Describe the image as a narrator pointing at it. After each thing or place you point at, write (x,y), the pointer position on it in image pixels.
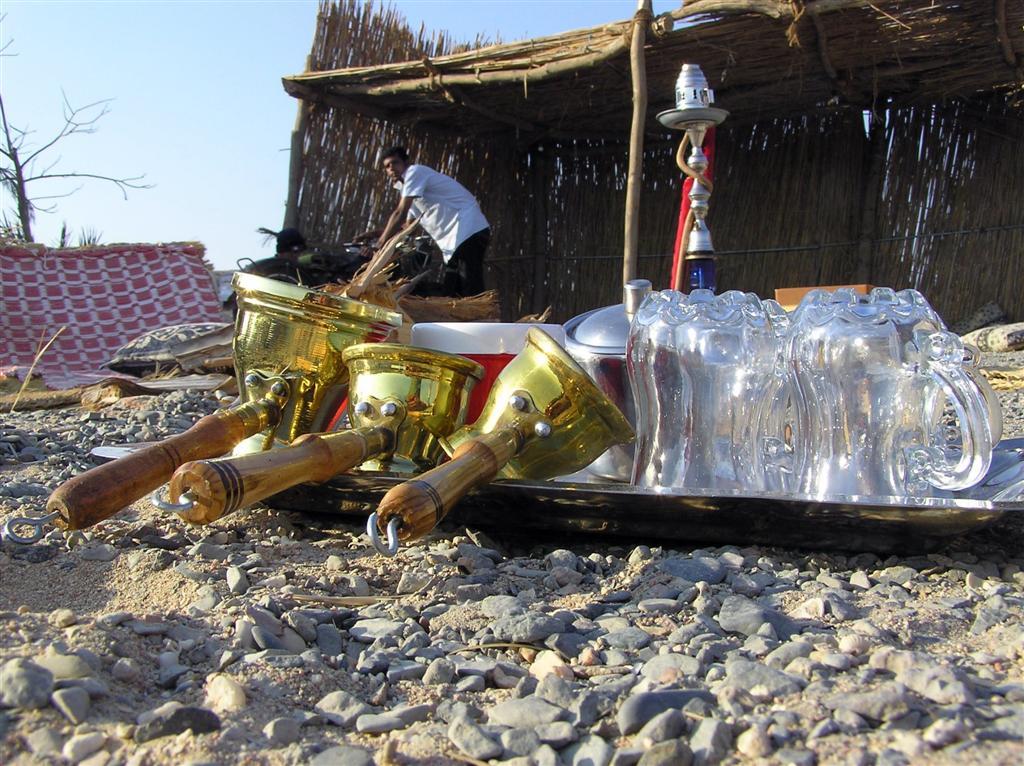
In this image, we can see a person (443,223) and an object (326,273). We can see the shed (997,261) and some objects (764,426) in a container (1022,508). We can see the ground (517,617) and some stones (705,646). We can see some cloth (34,318) and a tree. We can also see the sky (159,212).
